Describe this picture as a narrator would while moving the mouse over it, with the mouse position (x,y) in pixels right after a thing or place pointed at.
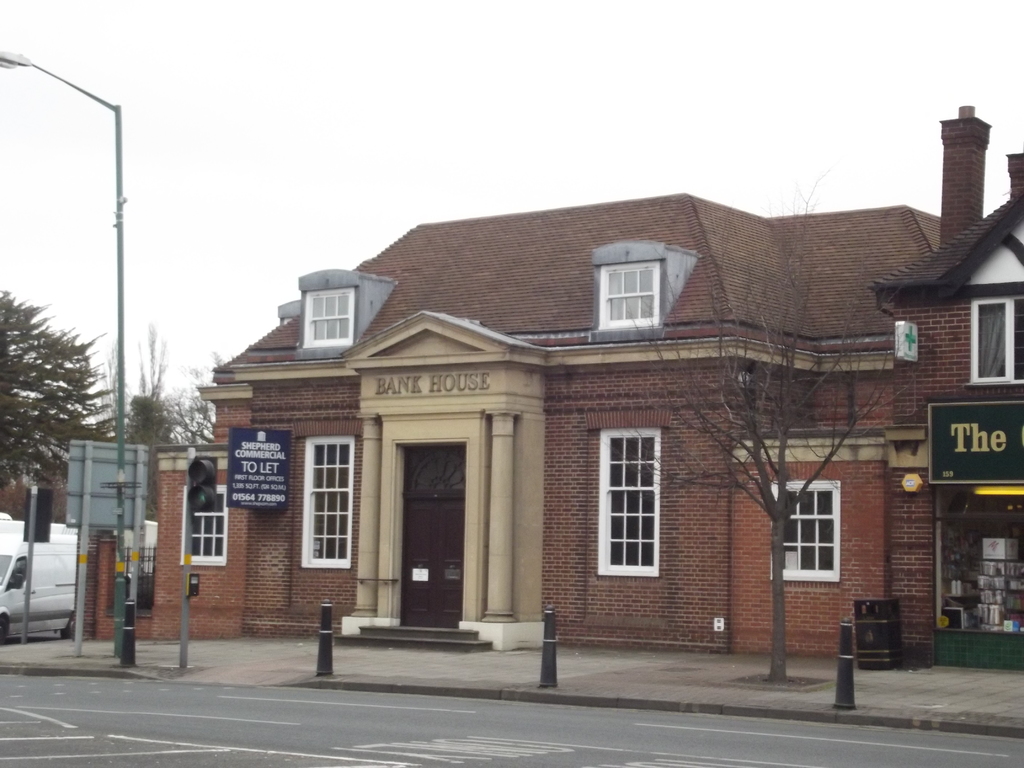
A house (302,405) with windows (336,475). Here we can see store (978,489), hoarding (963,457), light pole (17,57), trees (29,403) and vehicle (67,554).
